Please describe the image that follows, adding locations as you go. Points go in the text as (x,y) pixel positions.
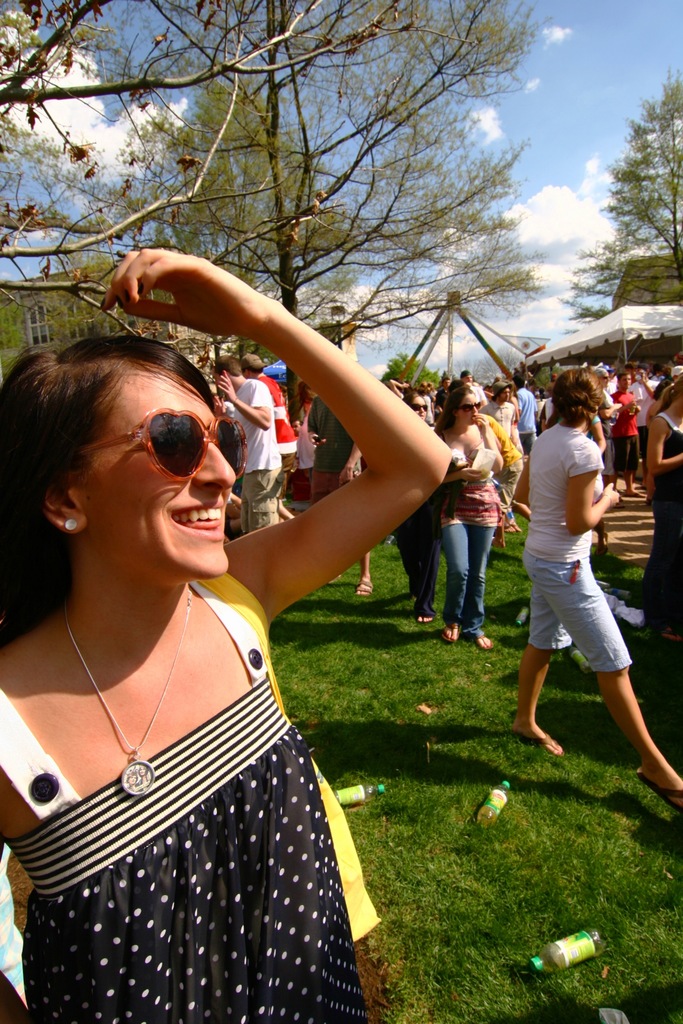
In this image there is the sky (519,72) towards the top of the image (448,81), there are clouds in the sky (392,125), there are trees (115,327) towards the top of the image (74,287), there is a tree (645,143) towards the right of the image (651,156), there is a tent (600,334) towards the right of the image (672,320), there are a group of persons (371,517), there is grass (497,923) towards the bottom of the image (490,861), there are water bottles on the grass (505,823).
